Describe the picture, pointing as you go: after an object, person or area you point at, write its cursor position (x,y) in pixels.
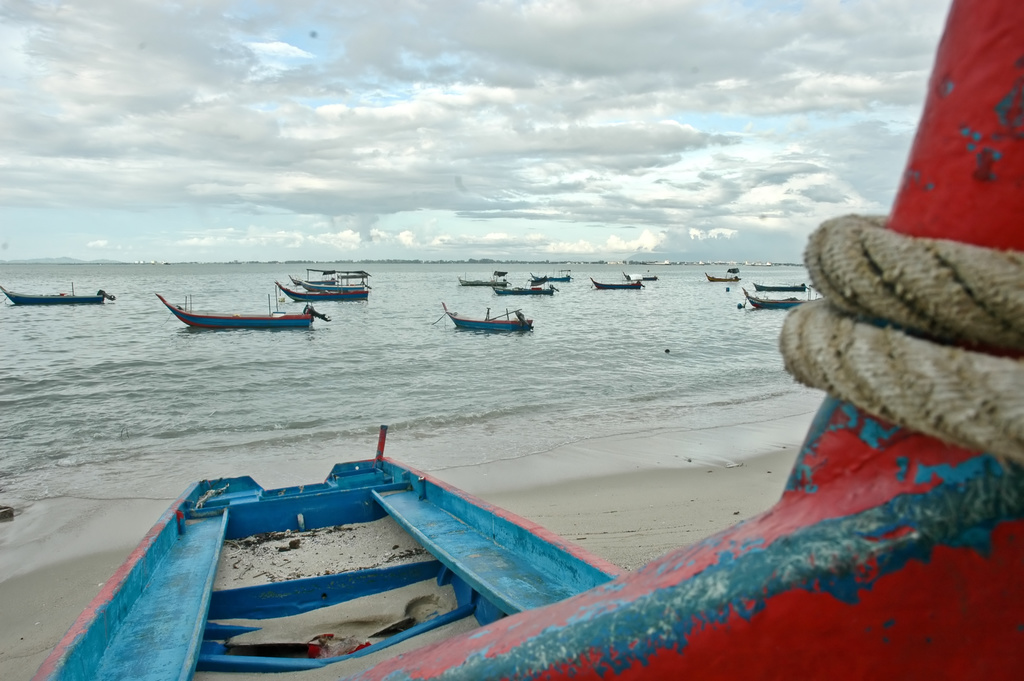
In this image there is the sky (507,119) towards the top of the image (493,116), there are clouds (620,104) in the sky (503,82), there is water (587,377), there are boats (529,288), there is sand (654,503), there is a boat (482,561) towards the bottom of the image (486,592), there is a rope (938,288) towards the right of the image (915,304).
